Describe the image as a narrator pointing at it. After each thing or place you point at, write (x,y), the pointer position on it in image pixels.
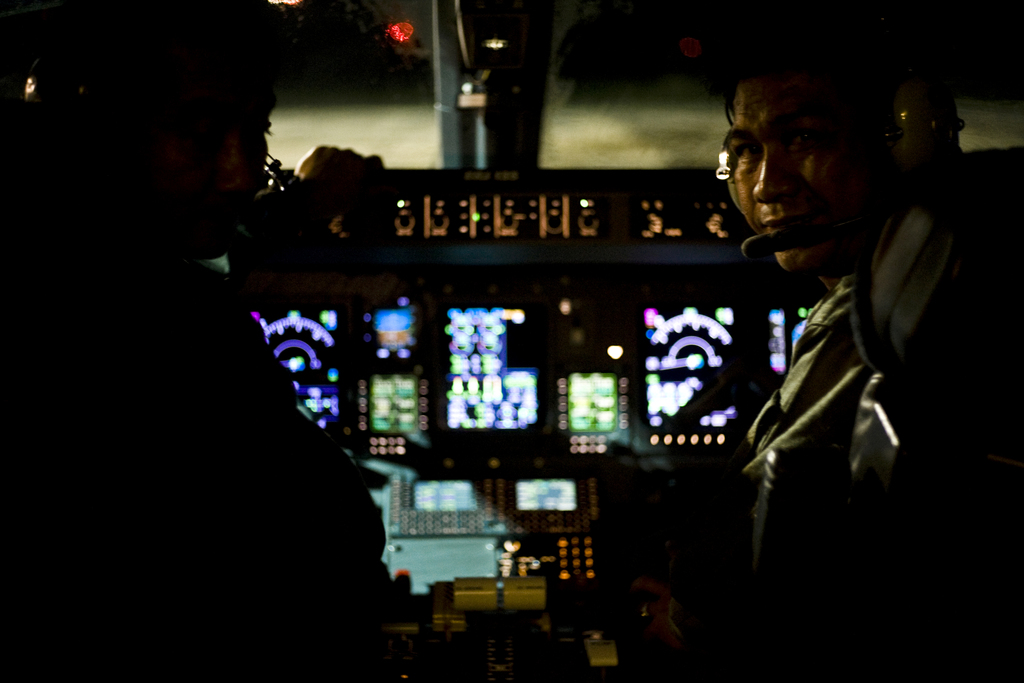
In this image we can see the people (254,75). We can also see some equipment (496,327), wall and also the light (404,24).
